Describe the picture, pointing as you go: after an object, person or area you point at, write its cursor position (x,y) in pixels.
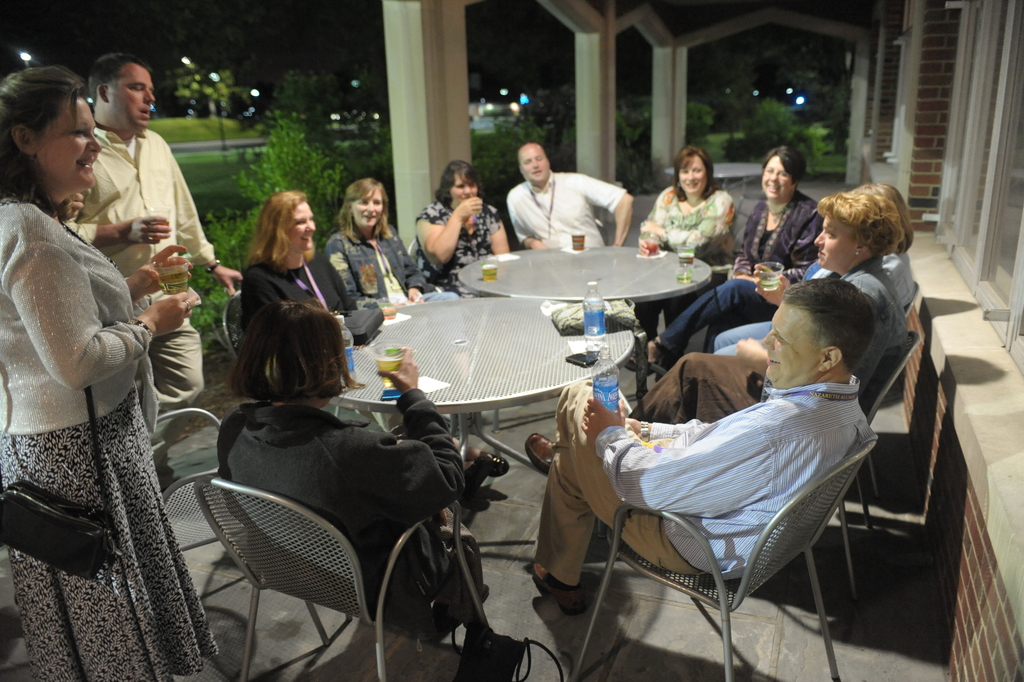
In this picture we can see a group of people (758,207) sitting on a chair (629,510) on the floor (599,528), and in front (490,333) here is the table (473,324) and water bottle (589,305), and wine glass (398,361) and bag (352,319) on it, and back here is the building (880,70), and in front there are trees (532,135), and here is the person (137,165) standing and holding a wine glass (151,231) in her hand (157,227), and beside there is woman (52,227) she is smiling and holding a wine glass (160,275) in her hand (147,267).
